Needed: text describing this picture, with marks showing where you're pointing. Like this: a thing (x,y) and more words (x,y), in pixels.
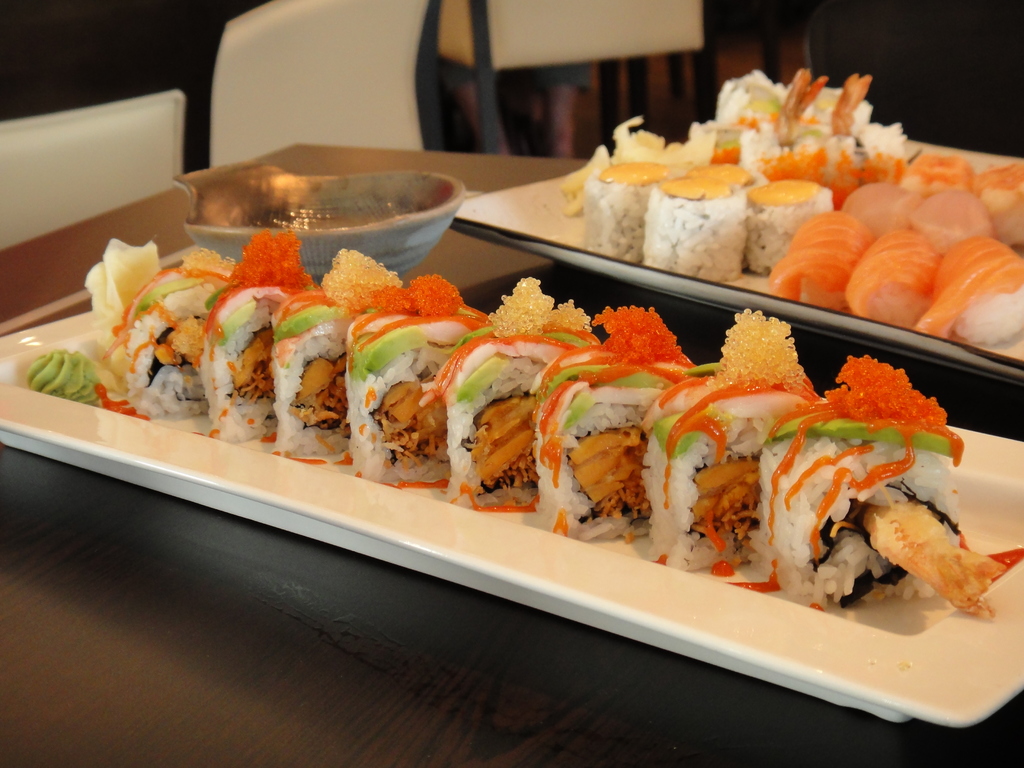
There are food items (609,433) kept in a white color containers (474,221) as we can see in the middle of this image (378,486). These containers (971,472) are kept on a wooden surface (305,642). There are chairs (567,53) at the top of this image (520,38).
